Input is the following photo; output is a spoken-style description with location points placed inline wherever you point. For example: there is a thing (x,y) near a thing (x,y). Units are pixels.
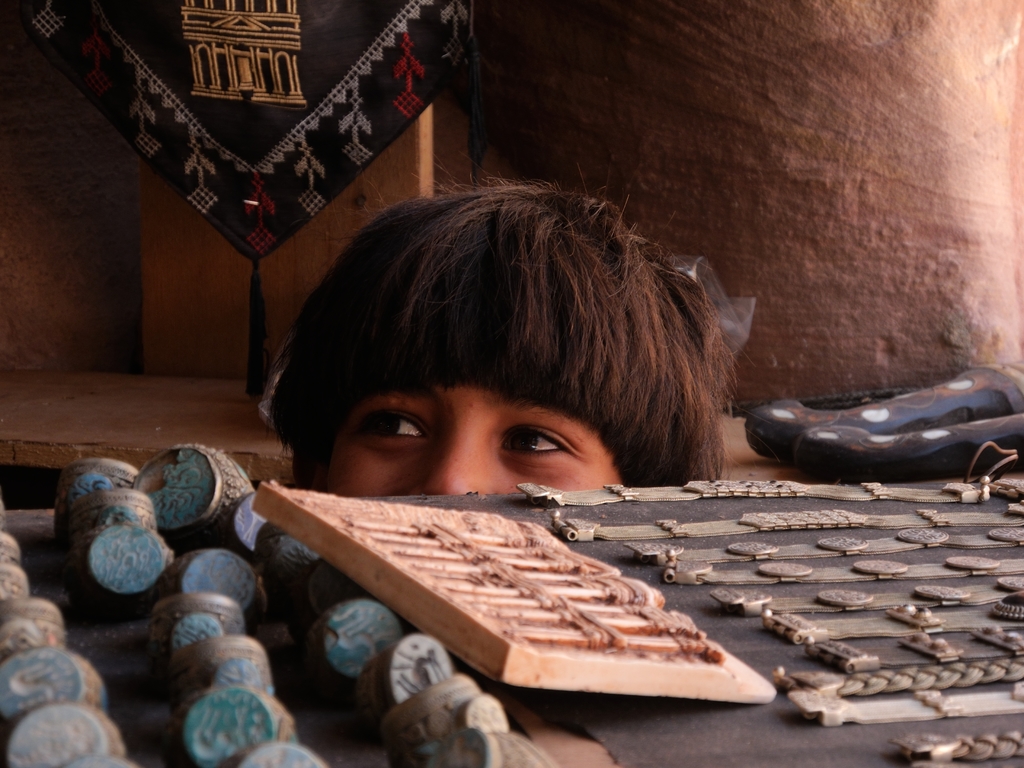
In this image I can see the black colored surface (678,747) and on it I can see few objects (249,715) which are blue and brown in color and a board (531,670) which is brown in color and few other objects (842,626). I can see a person's face (554,461), the brown colored wall (729,140) and few other objects (867,445) in the background (240,94).
